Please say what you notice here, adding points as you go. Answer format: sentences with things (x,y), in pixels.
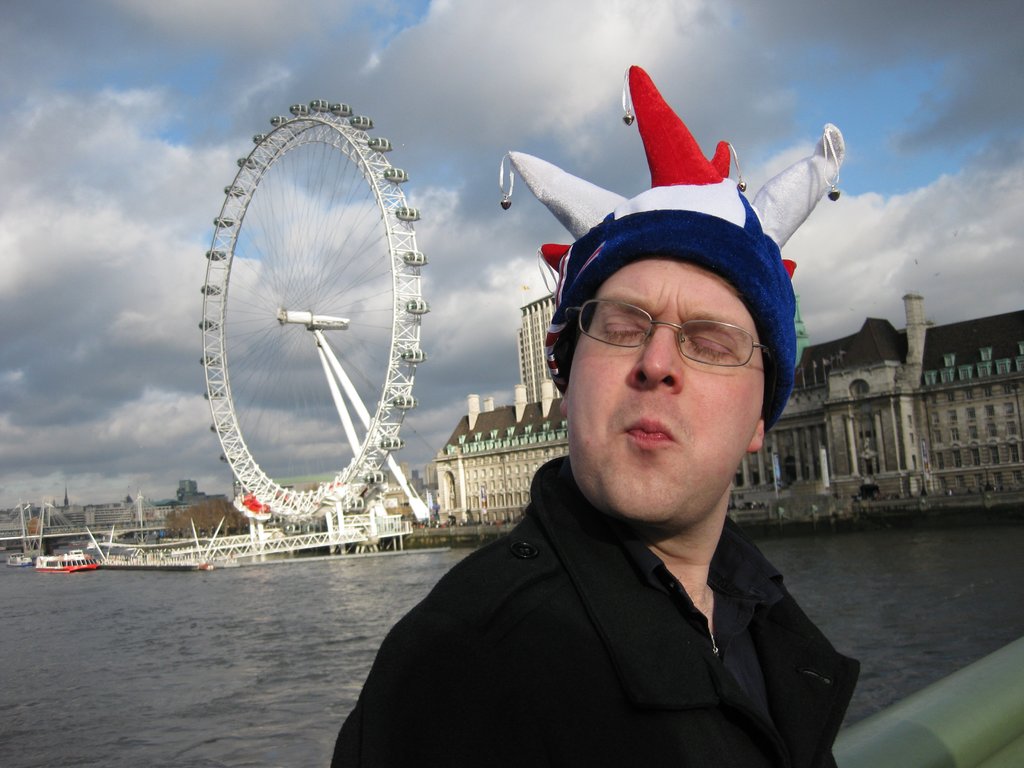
In this image, in the middle (660,510), i can see a man (660,601) wearing a black color dress (808,647) and keeping cap (707,232). In the background (80,705), we can see a building (993,463), water (162,644) in a lake (47,578) and few boats (8,562) which are floating in the water (272,602), giant, wheel (416,502), trees (173,524). At the top (167,86), we can see a sky (138,112) which is a bit cloudy, at the bottom (248,658), we can see water (66,699). In the right corner (861,762), we can also see a metal rod (848,755).
